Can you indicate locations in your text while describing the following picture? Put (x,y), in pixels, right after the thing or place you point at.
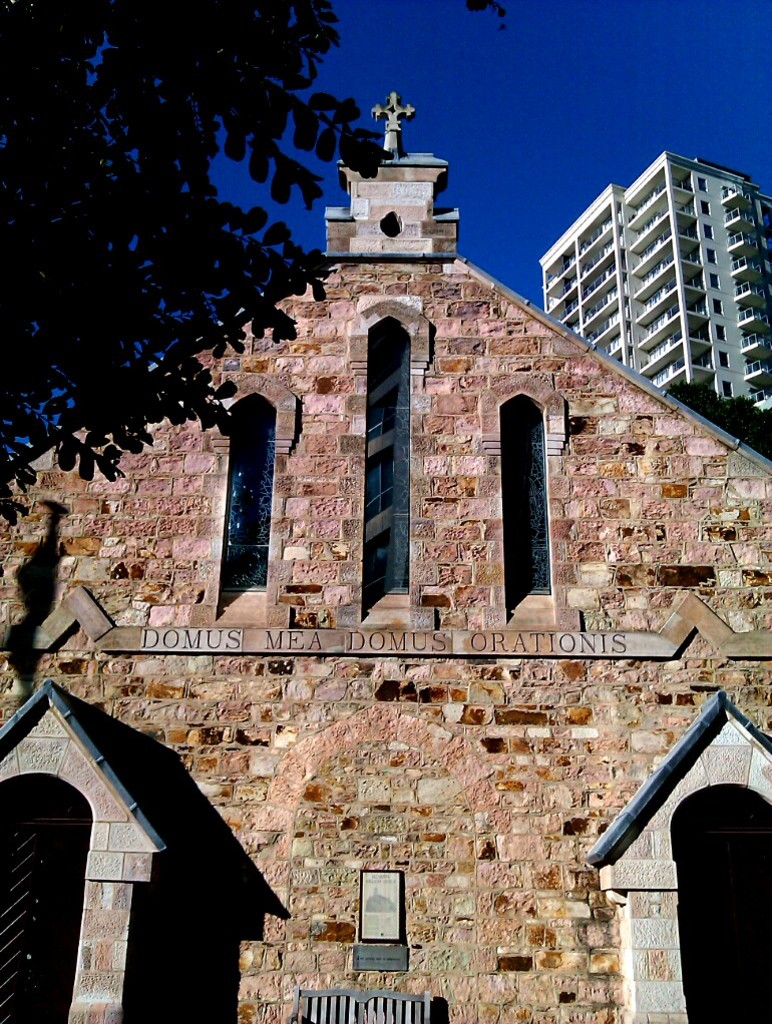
In this image, we can see buildings (536,629). There is a branch (183,62) in the top left of the image (154,129). There is a sky (459,101) at the top of the image (446,65).
